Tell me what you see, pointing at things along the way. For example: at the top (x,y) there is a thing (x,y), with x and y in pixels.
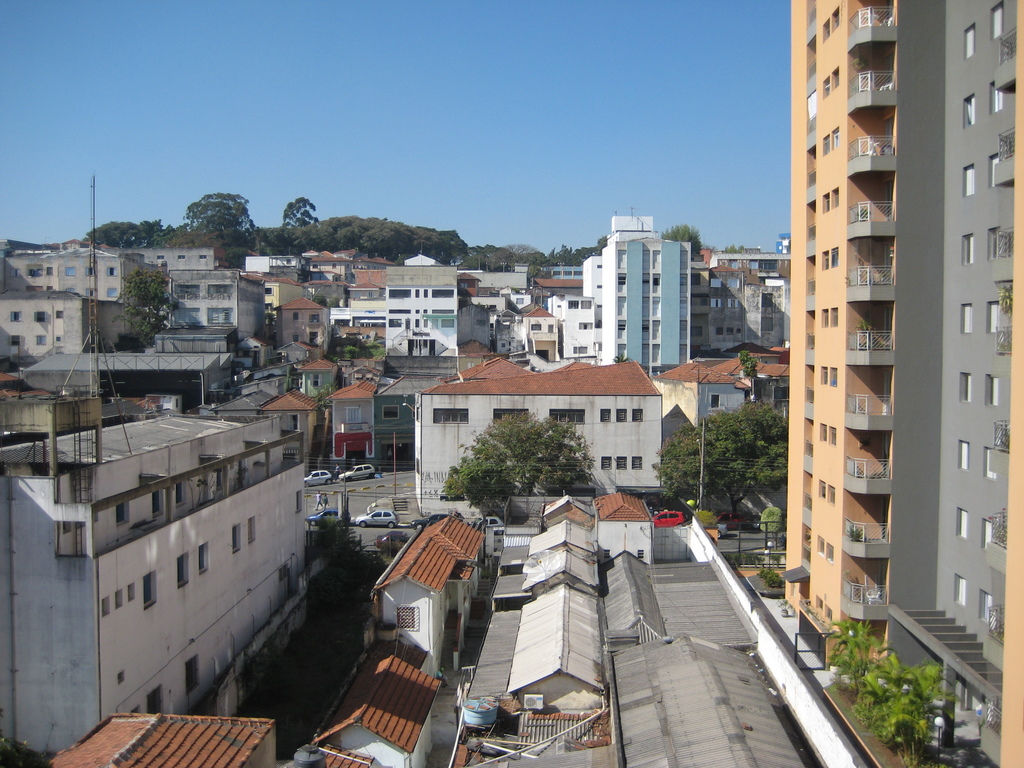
In the image we can see some trees (204,206) and buildings (342,320) and vehicles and poles (394,449). At the top of the image (170,140) there is sky (170,163).
